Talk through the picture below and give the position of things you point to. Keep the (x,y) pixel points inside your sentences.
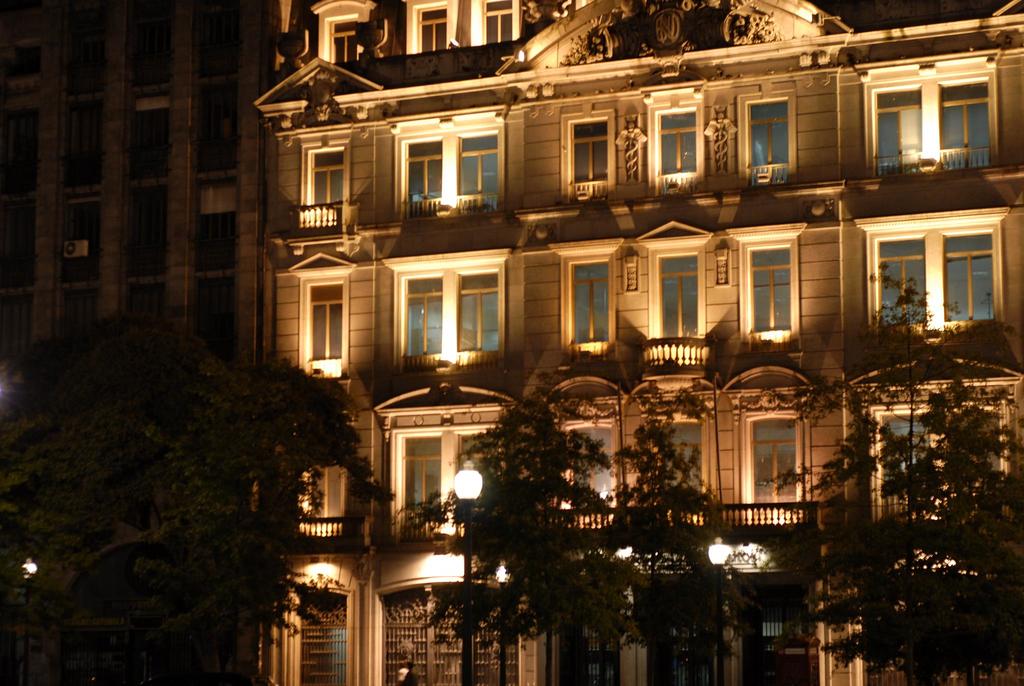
In the center of the image (537,233) there is a building (457,453). At the bottom (1006,557) there are trees (577,569) and we can see poles (30,599). There are lights (467,484).
